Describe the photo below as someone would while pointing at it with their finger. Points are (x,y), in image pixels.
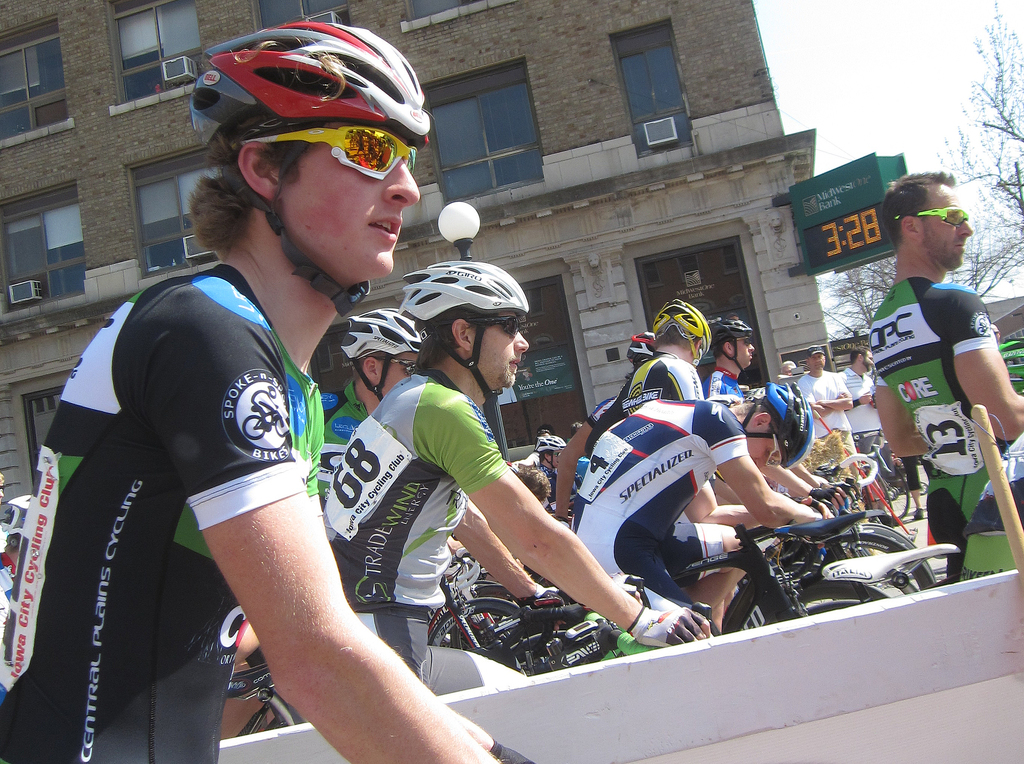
In the picture we can see some group of persons (488,433) wearing sports dress (237,335) and helmets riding bicycle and in the background (521,274) there is building (735,286) and there are some trees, clear sky (849,156).
